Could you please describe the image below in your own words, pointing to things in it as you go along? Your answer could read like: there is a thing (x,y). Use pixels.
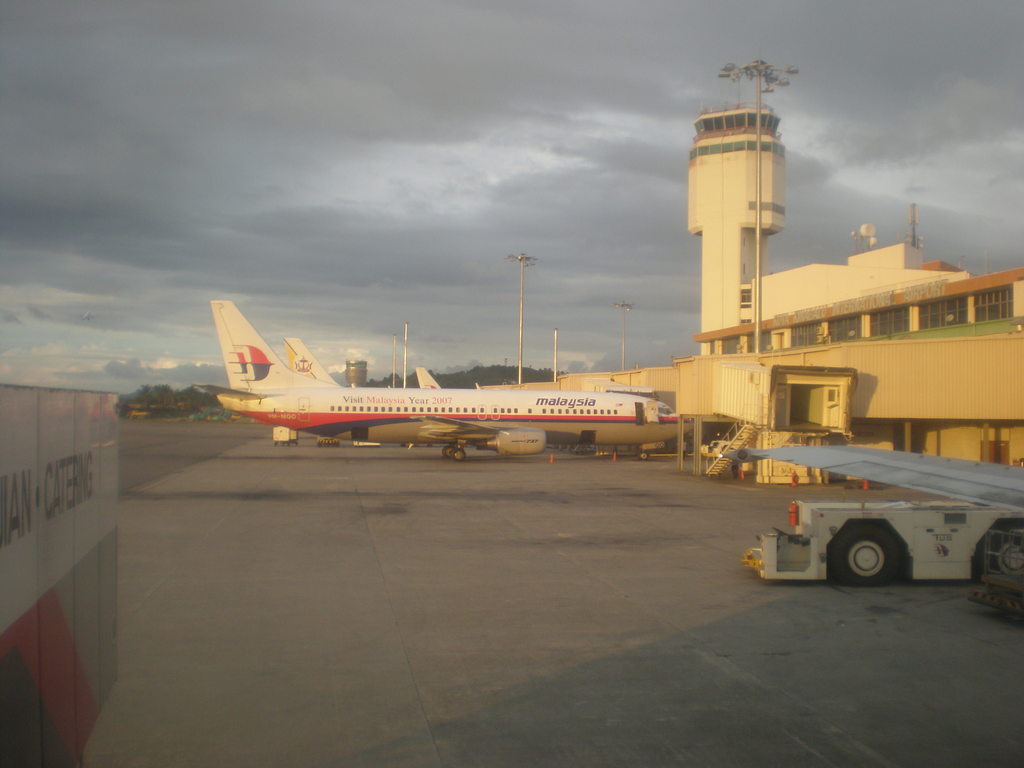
In the image there is an airplane (300,418) and in front of the airplane (483,392) there is some building (927,443), on the right side (926,547) there is some other vehicle (912,508).
